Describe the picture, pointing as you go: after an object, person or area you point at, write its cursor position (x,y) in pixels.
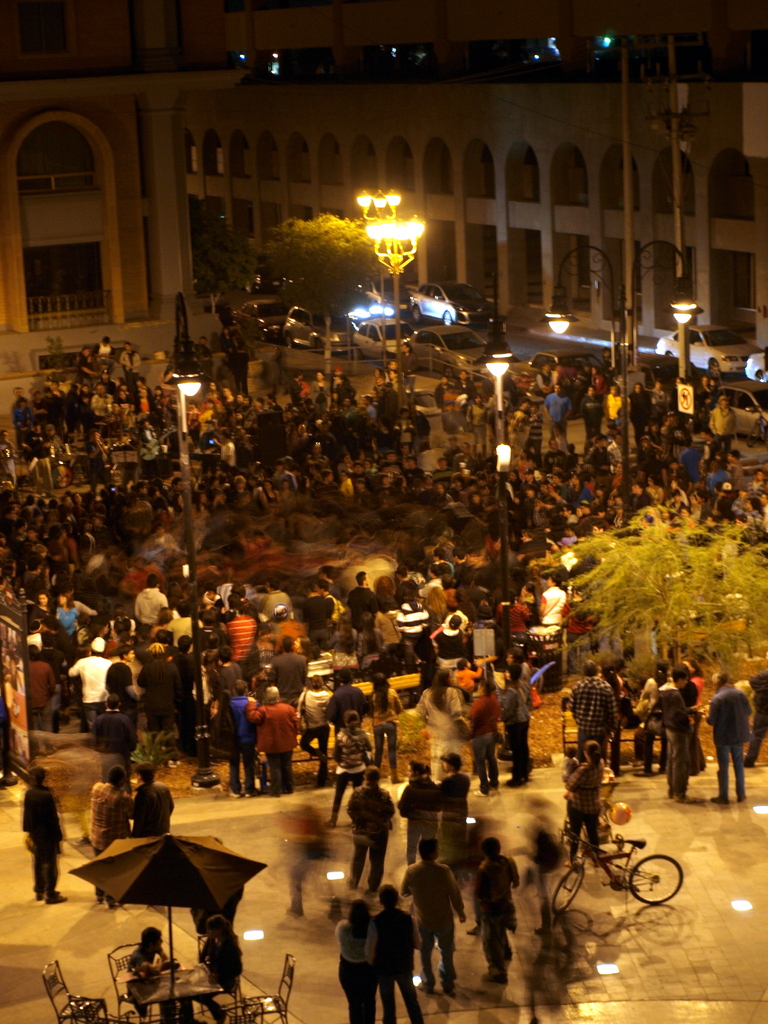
This picture is clicked to outside. In the foreground (396,900) we can see the group of persons (392,990), trees (691,650), bicycles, table (161,983), chairs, umbrella (129,845), lights (188,386) attached to the poles (400,245) and we can see the buildings (479,145) and vehicles (423,352) and many other objects (178,462).
